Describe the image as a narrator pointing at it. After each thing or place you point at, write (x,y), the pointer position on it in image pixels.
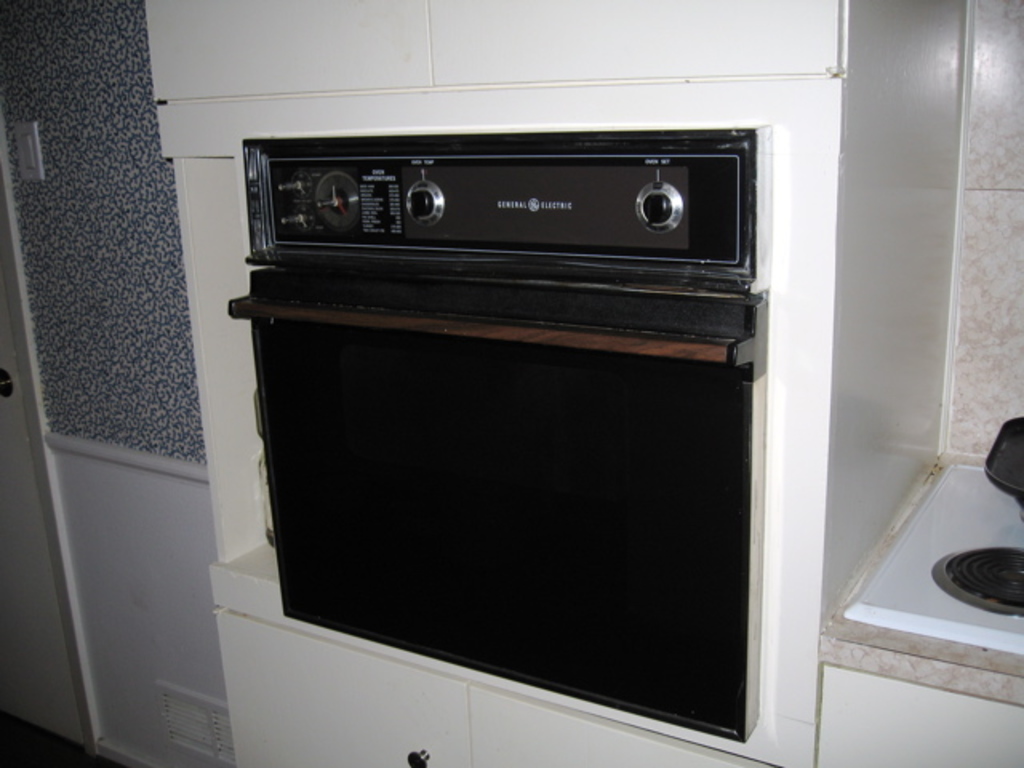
In this image we can see an oven (519,367) which is fixed in between cupboards (286,663), at the left side of the image (5,248) there is door (7,334) and at the right side of the image (950,422) there are some tiles (1017,313).
